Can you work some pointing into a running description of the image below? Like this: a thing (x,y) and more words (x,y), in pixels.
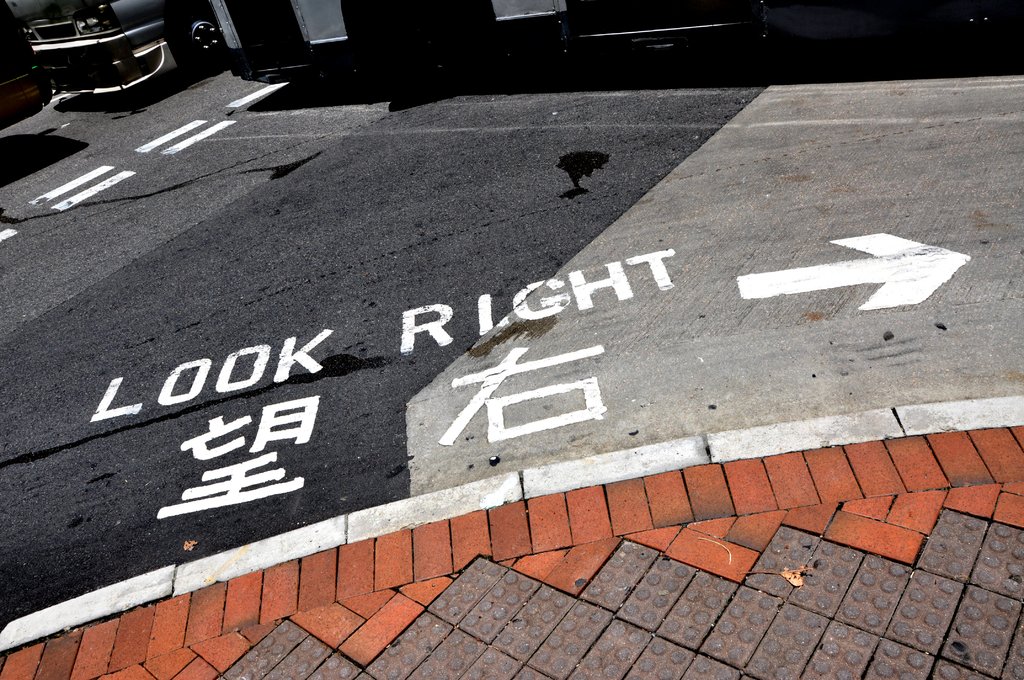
As we can see in the image there is a vehicle (435,56). The image is bright.
